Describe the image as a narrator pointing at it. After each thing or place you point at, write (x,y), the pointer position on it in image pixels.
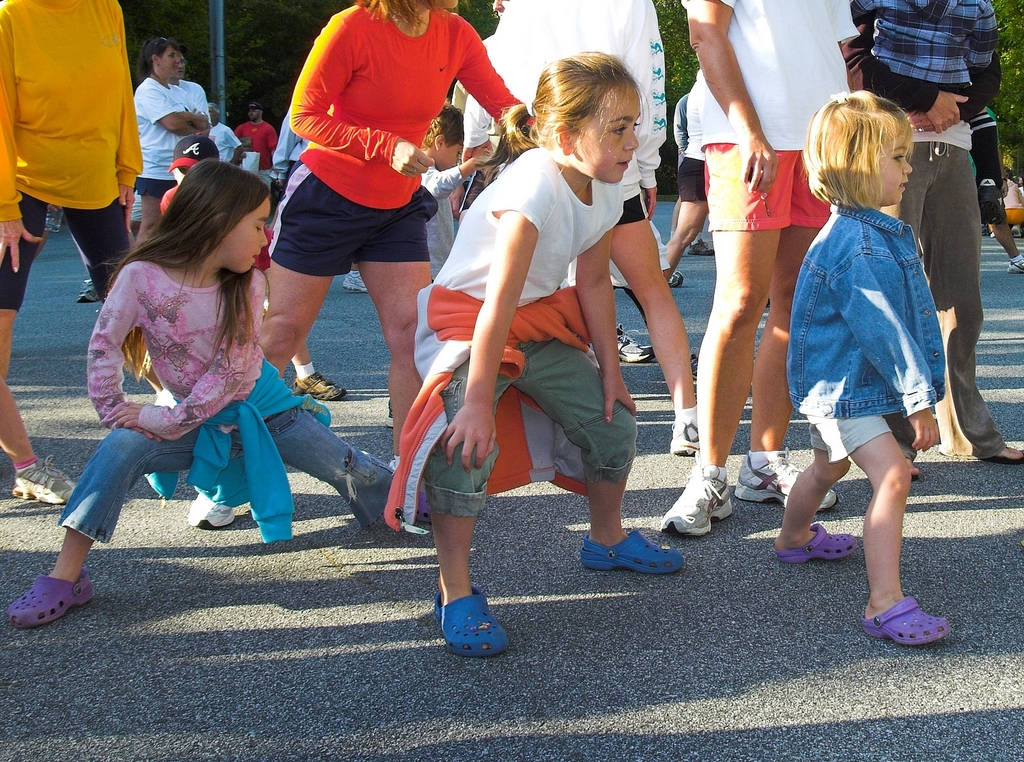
In this image we can few children (595,107) standing. And we can see a few people (914,176). And we can see the road (159,618). And we can see the trees (209,71).
